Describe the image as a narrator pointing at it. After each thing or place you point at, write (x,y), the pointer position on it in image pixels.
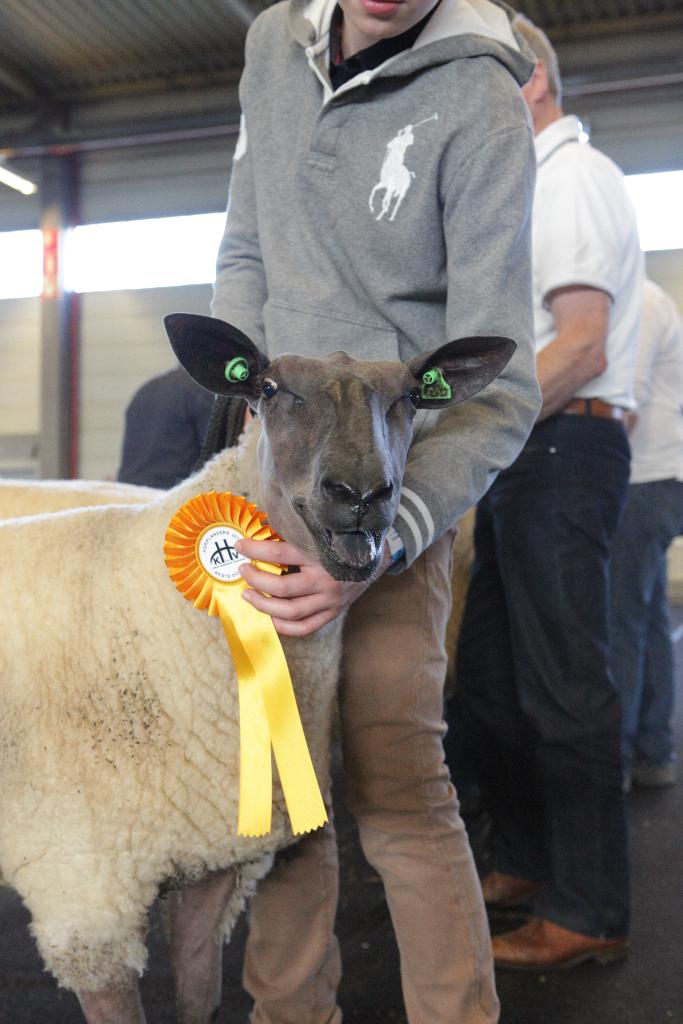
In this picture we can see few animals (246,473) and group of people (622,511), they are under the shed (170,104).
